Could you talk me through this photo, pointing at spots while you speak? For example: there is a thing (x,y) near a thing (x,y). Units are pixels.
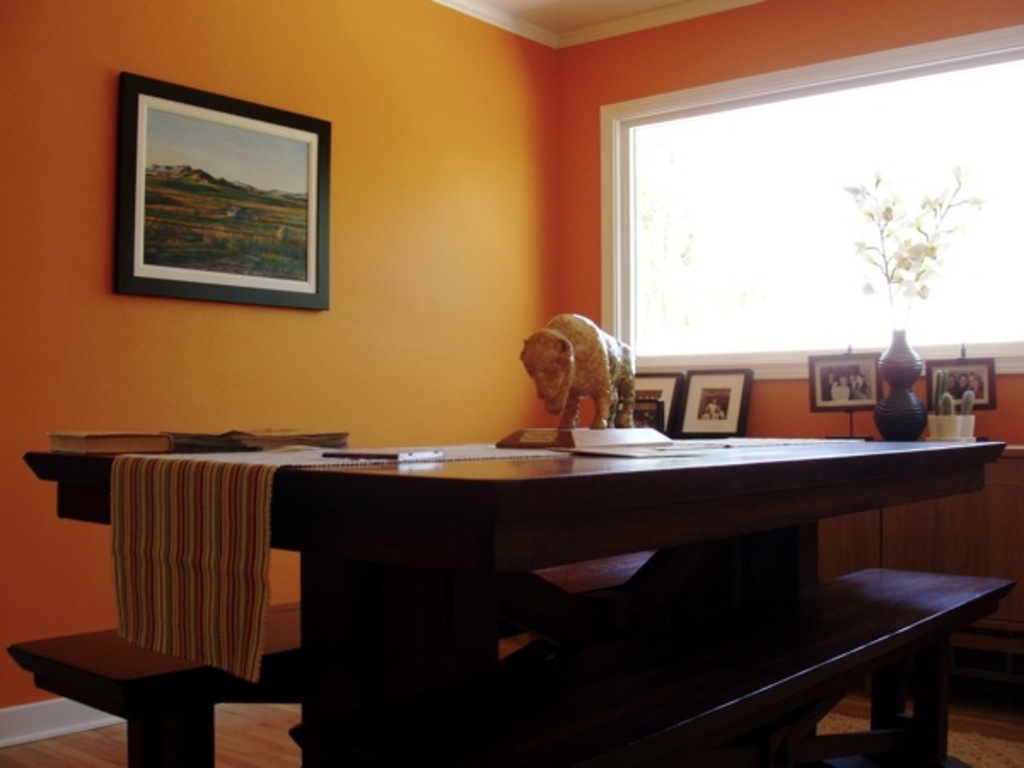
In this image, we can see books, a mat (205,486) and we can see a decor (544,399) on the table (760,596). In the background (835,385), there are frames (716,391) and we can see a houseplant (896,335) and there is a window (667,212) and a wall (399,350).
